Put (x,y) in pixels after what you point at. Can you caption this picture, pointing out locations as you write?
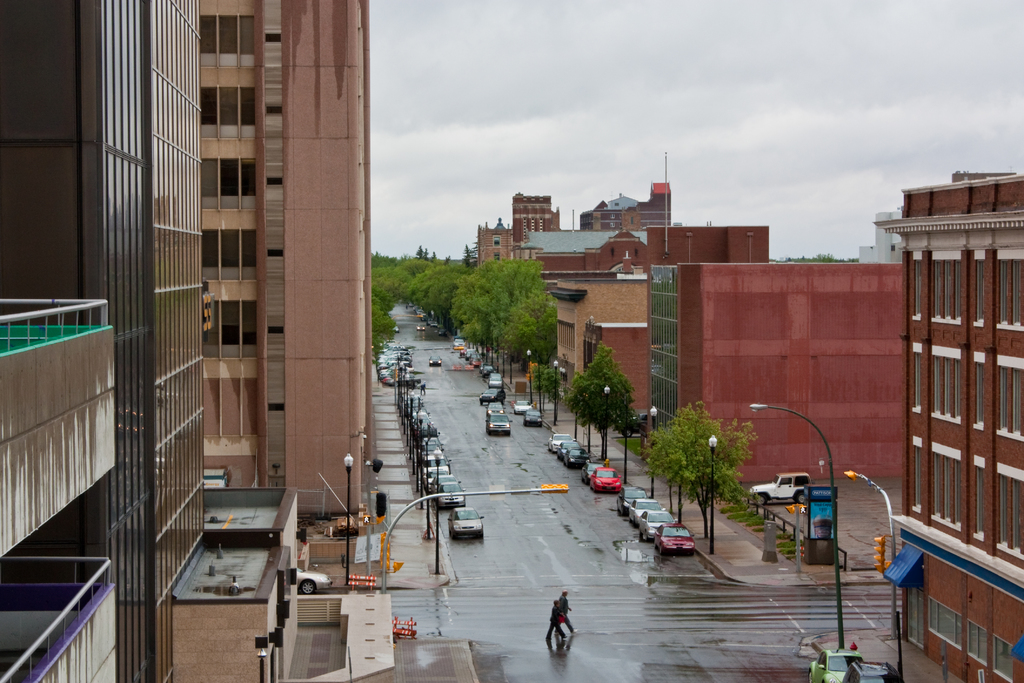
In this image we can see roads (564,557) with vehicles (472,511). On the sides of the road (451,414) there are light poles (400,412) and trees (477,334). Also there are buildings (289,295) with windows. And there are few people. In the background (571,113) there is sky (571,113) with clouds (884,117).
